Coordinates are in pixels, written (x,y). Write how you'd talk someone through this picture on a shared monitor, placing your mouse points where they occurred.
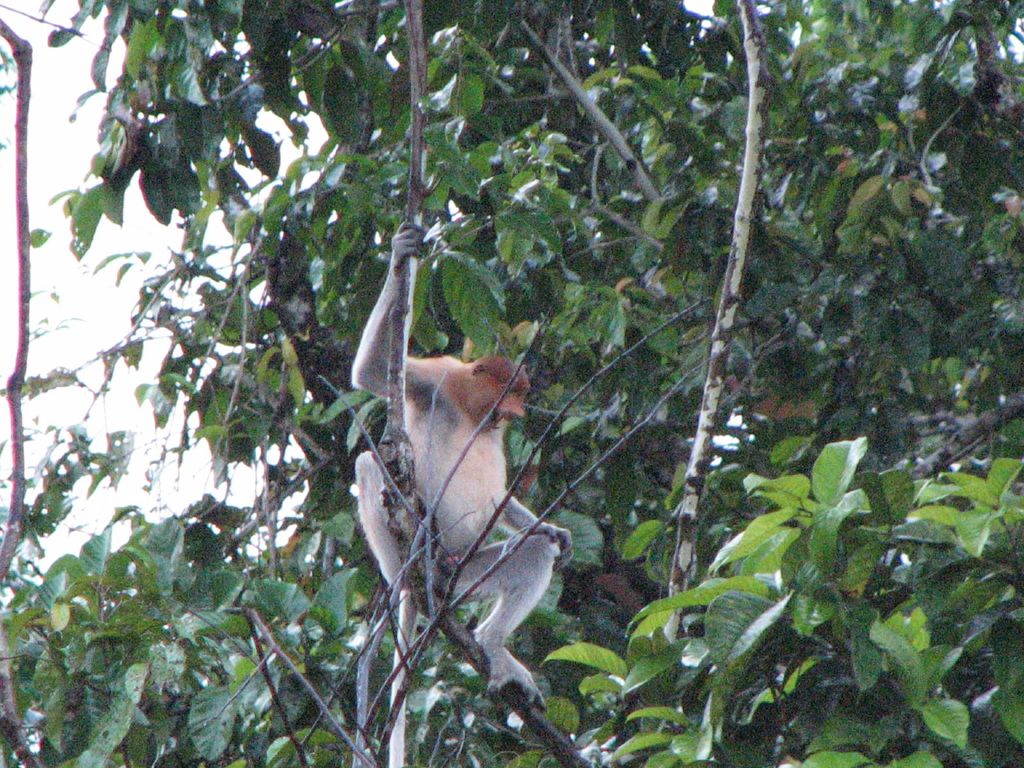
This image consists of a monkey (457,474) sitting on a tree (418,690). In the background (441,673), there is a tree (429,630). At the top (39,162), there is sky (86,315).
